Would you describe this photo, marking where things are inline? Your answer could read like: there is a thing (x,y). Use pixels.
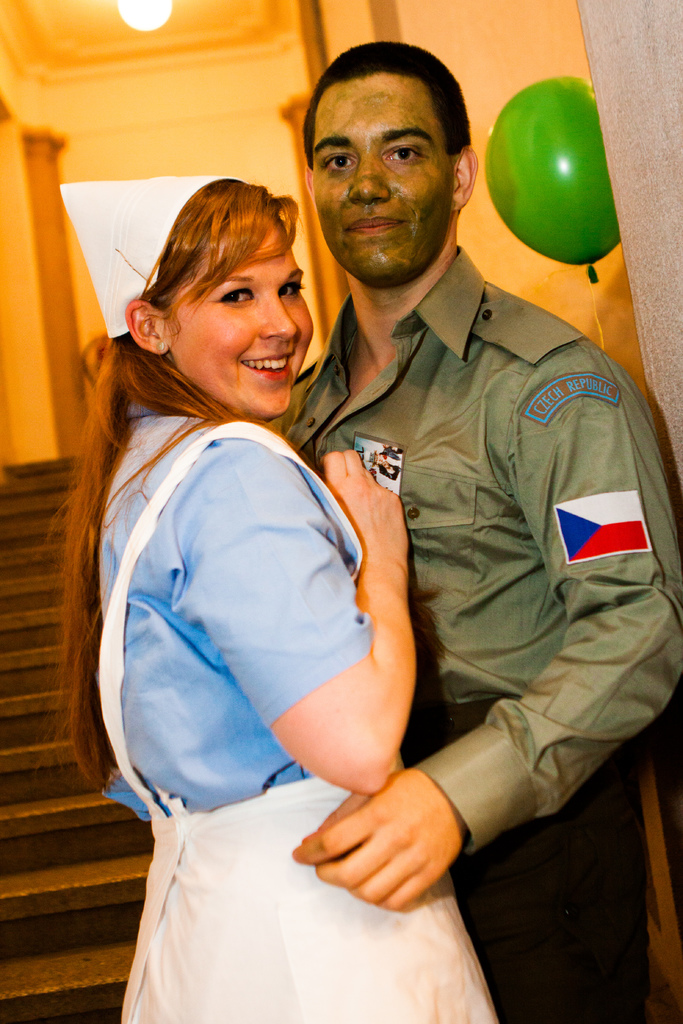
In this image we can see two persons (517,693) standing and smiling, there are some stairs (41,804), pillars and a balloon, at the top (153,19) we can see a light (154,6) and also we can see the wall (486,59).
